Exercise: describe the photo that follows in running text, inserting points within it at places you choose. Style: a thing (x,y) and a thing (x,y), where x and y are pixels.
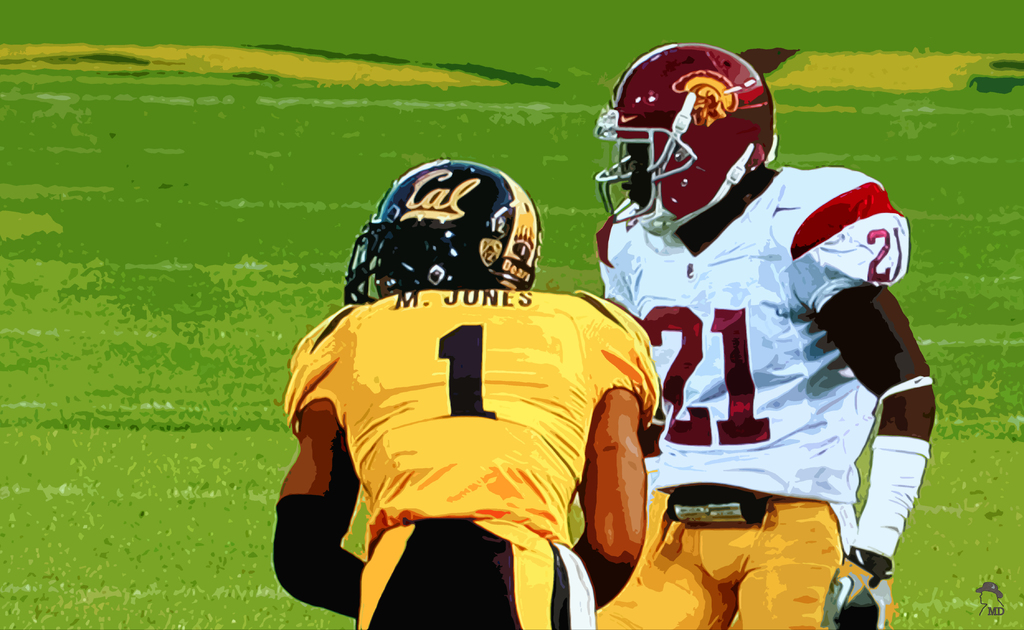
In this image there are two football players (658,353) standing on the ground (143,467). They are wearing the helmets (620,212) and gloves (874,583).
